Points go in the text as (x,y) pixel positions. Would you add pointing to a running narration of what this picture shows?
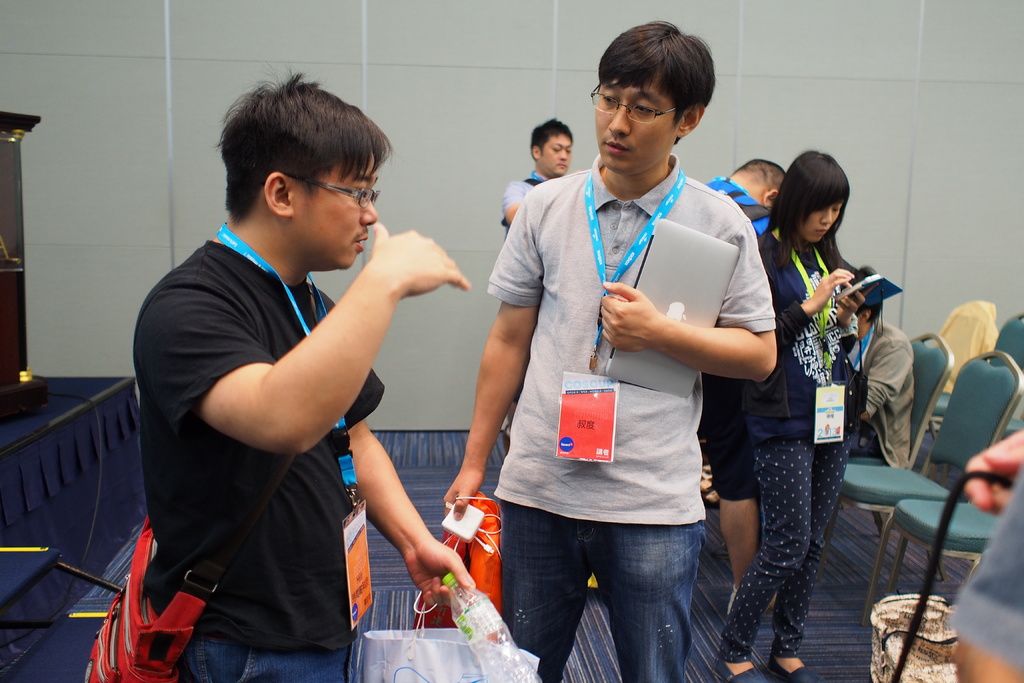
In this image in the front (482,422) there are persons (520,416) standing. On the left side (274,410) there is a person (296,459) standing and holding a bottle (467,634) and a packet (410,636) in his hand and wearing a bag (125,612) which is red in colour. In the center (629,324) there is a man (618,341) standing and holding a laptop (633,372). In the background (545,153) there are persons (900,345) standing and sitting and there are empty chairs (961,415). On the left side (20,305) there is a wooden stand (15,224) and there is a wire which is black in colour.
